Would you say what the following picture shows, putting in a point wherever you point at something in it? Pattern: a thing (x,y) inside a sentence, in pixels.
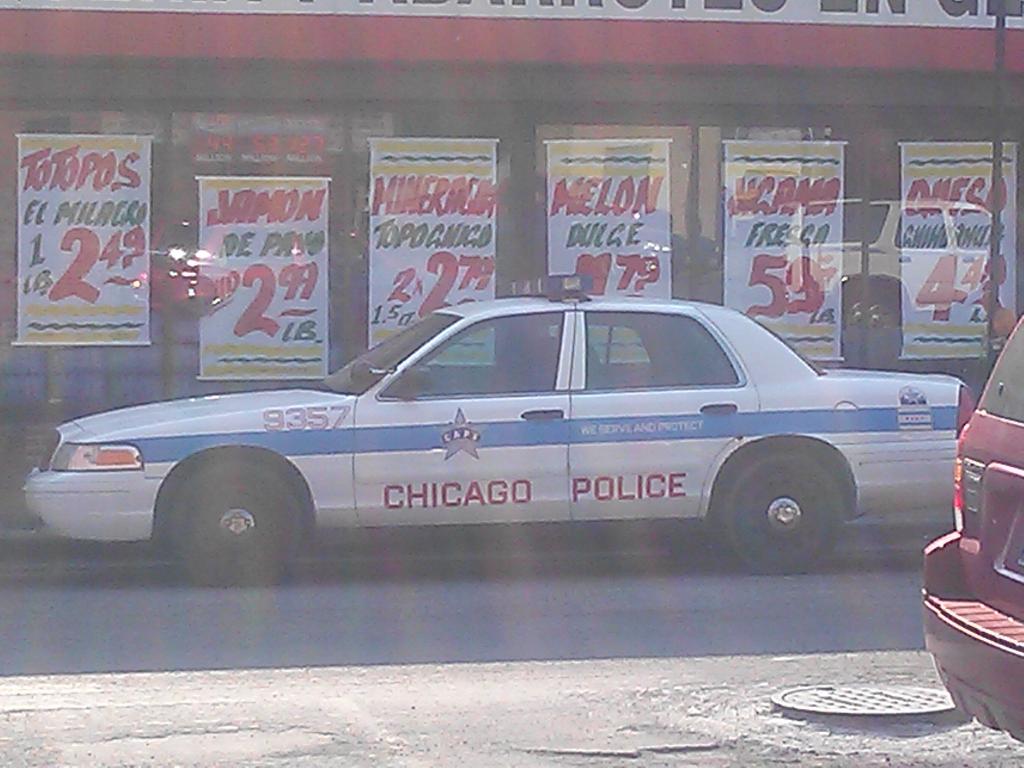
In the image we can see there are vehicles (598,449) on the road (612,523), this is a road (595,564) and posters (660,295).
